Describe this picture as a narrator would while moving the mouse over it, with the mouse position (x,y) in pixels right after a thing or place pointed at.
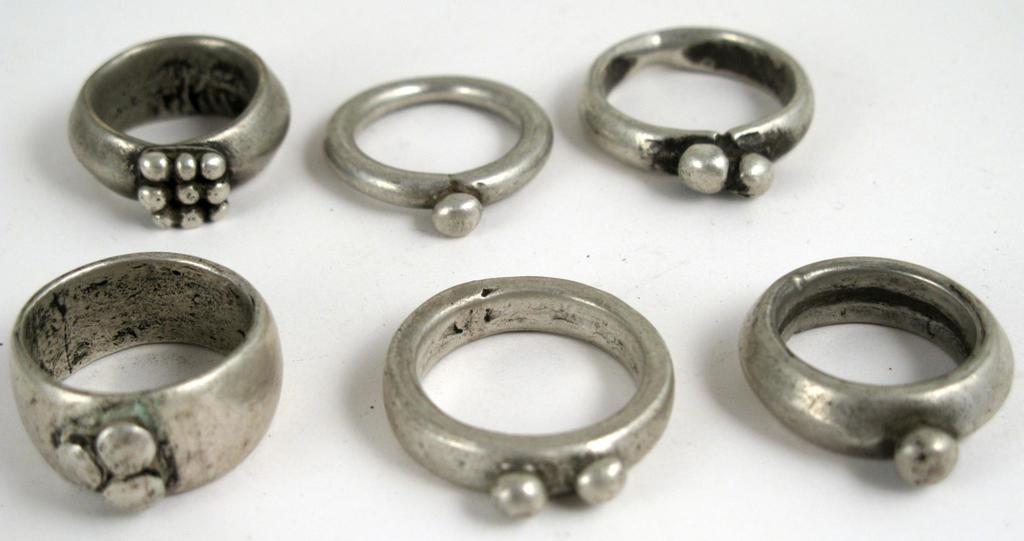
In this image there are silver rings (212,208), and there is a white background (965,131).
